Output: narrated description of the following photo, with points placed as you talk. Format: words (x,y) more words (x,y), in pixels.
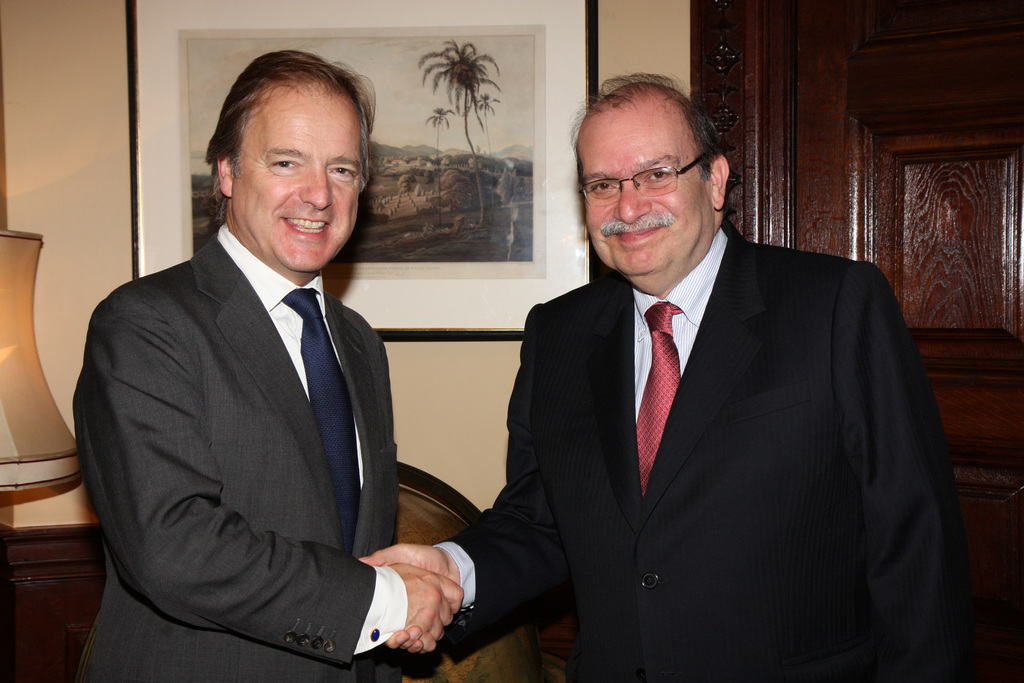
In this image there are two people (394,441) shaking hands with a smile on their face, behind them there is a lamp (19,349), a photo frame (486,140) on the wall (61,385) and a door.
